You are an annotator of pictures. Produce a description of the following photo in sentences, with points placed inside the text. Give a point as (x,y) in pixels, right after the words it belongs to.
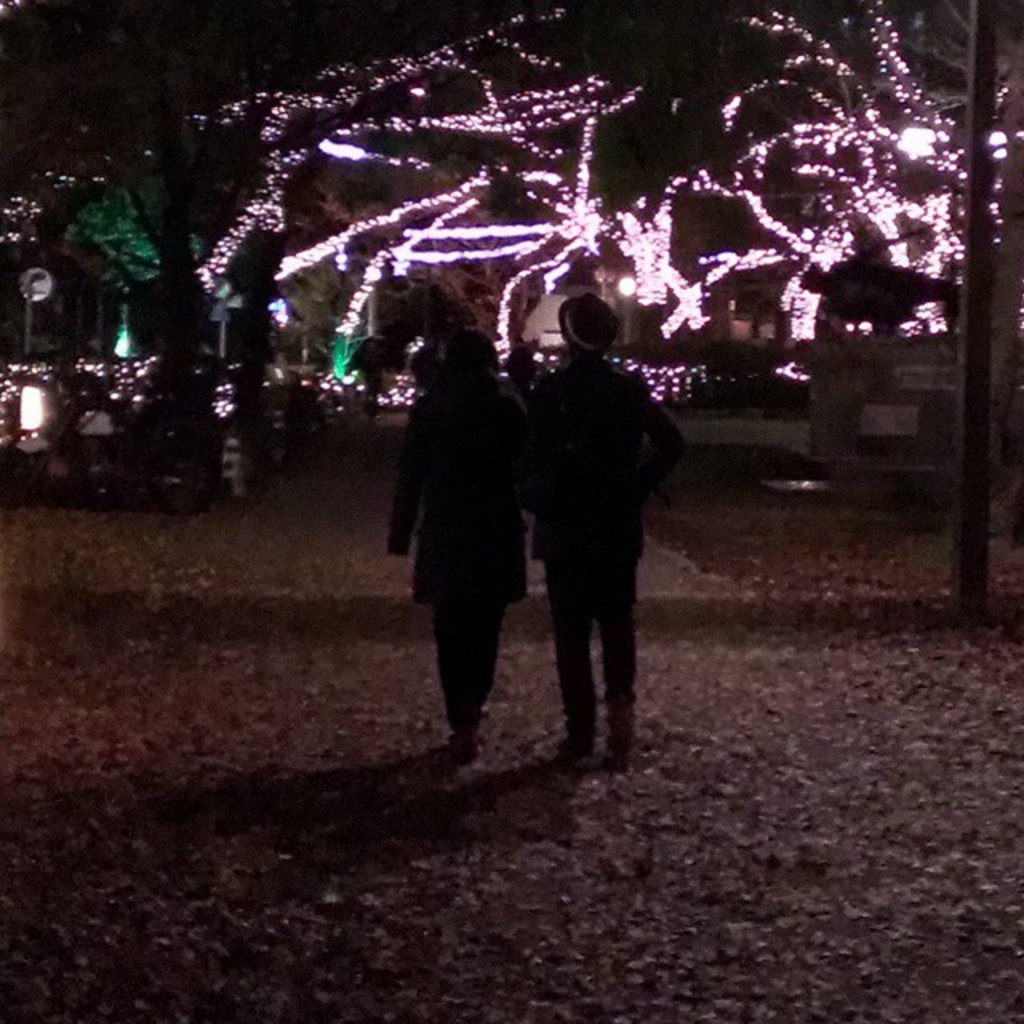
In front of the picture, we see two people (629,489) are standing on the road (662,677). On the right side (977,433), we see a pole (984,544). In the background (943,80), we see trees (249,389) and buildings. This road (776,792) is decorated with lights (388,69). This picture is clicked in the dark.
